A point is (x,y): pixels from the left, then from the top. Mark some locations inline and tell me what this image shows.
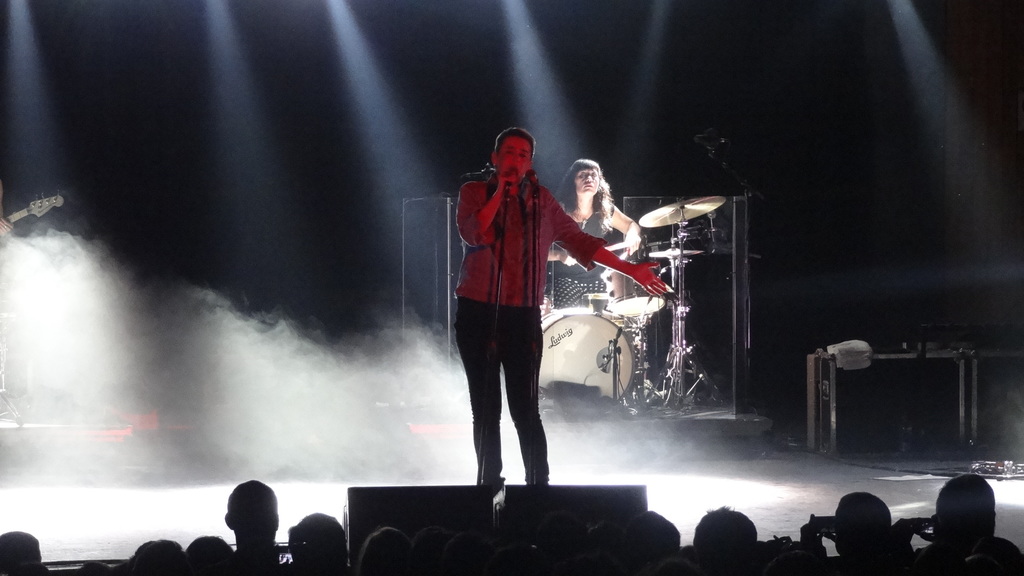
This picture seems to be clicked inside. In the foreground (240,525) we can see the group of persons (976,552). In the center (548,195) there is a person (524,202) standing and holding a microphone (506,174) and seems to be singing. In the background (611,89) we can see the lights (907,58) and a person (582,163) seems to be playing some musical instruments (610,354) and there are some musical instruments (555,329) placed on the ground (637,478). On the left corner (1,231) we can see the hand (6,223) of a person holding a guitar (27,214).
